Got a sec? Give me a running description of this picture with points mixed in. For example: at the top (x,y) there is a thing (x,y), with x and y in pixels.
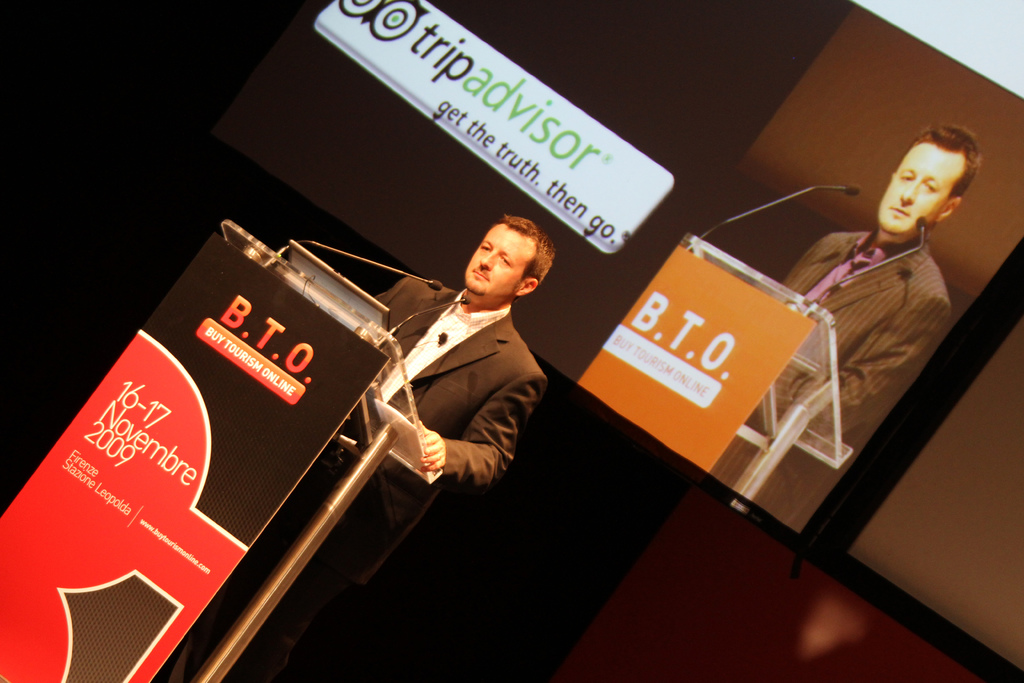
In this picture we can see a man (529,399), he is standing in front of the podium (309,425), and we can see few microphones (365,258), in the background (708,302) we can find a projector screen (712,290).
